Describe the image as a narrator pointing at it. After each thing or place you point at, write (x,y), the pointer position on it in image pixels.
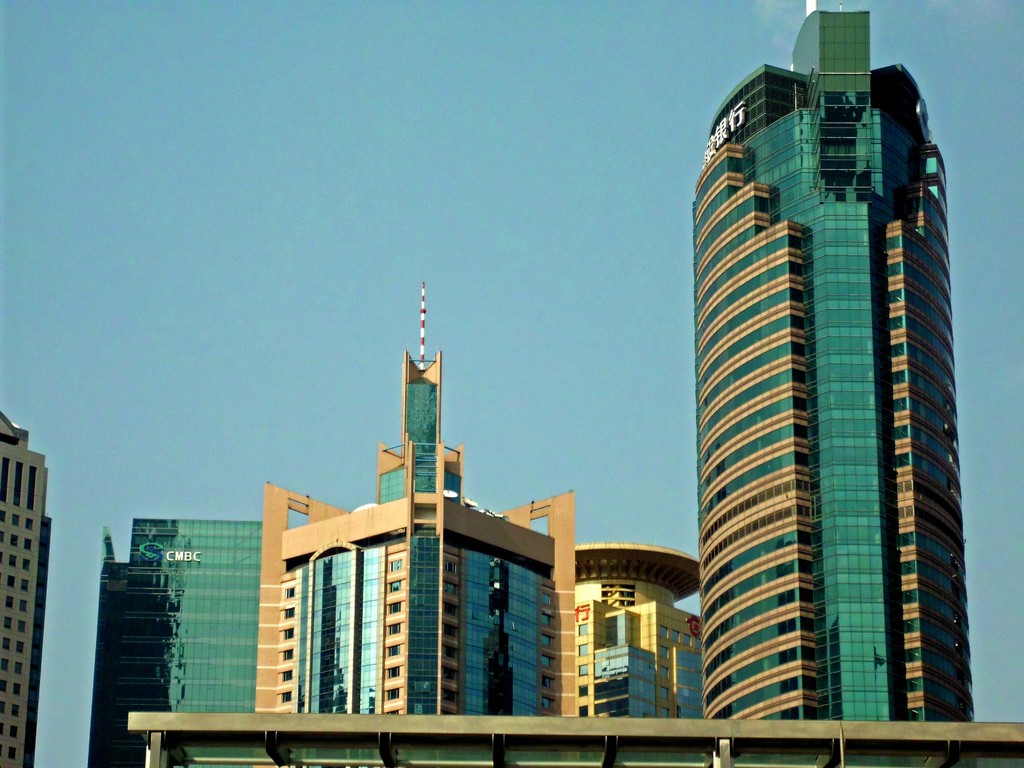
In this image there are tall buildings (432,634) with glasses (902,179). There is sky (528,290).
